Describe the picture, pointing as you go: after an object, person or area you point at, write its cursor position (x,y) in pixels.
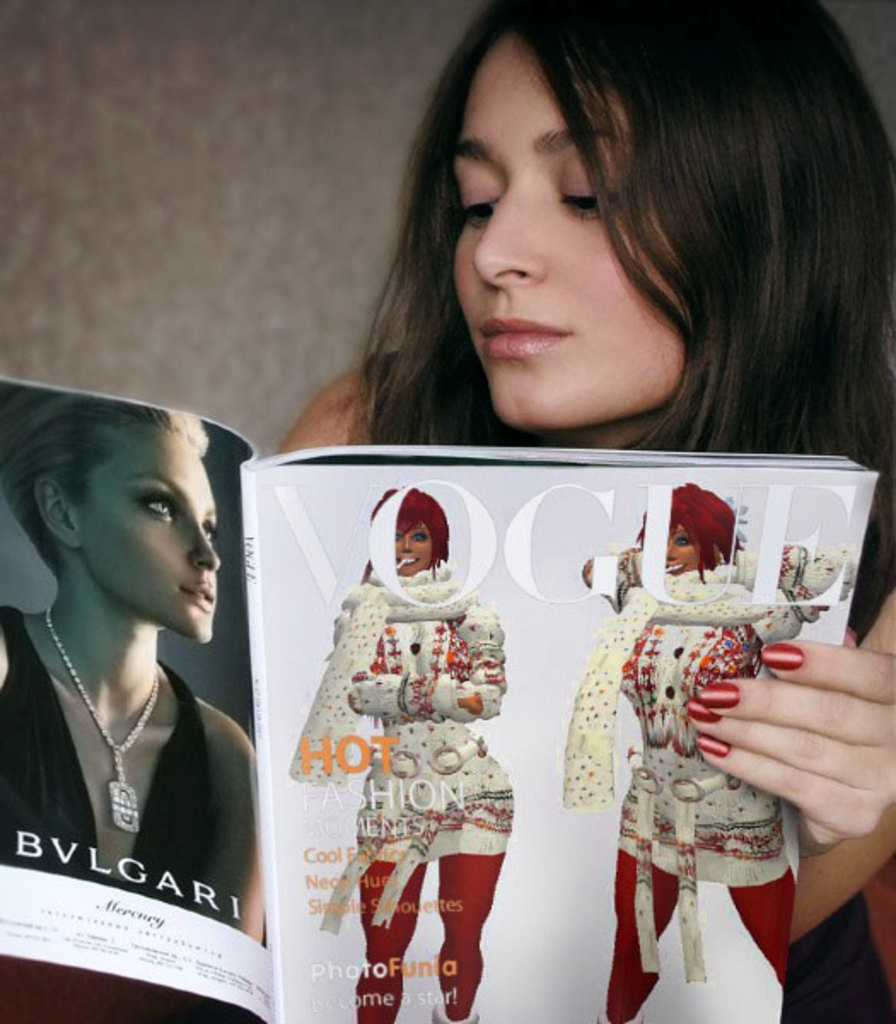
In the image there is a woman (618,268) looking at a magazine (510,612), she have red paint (772,659) on her nails (723,701) and behind her there is wall (172,215).
